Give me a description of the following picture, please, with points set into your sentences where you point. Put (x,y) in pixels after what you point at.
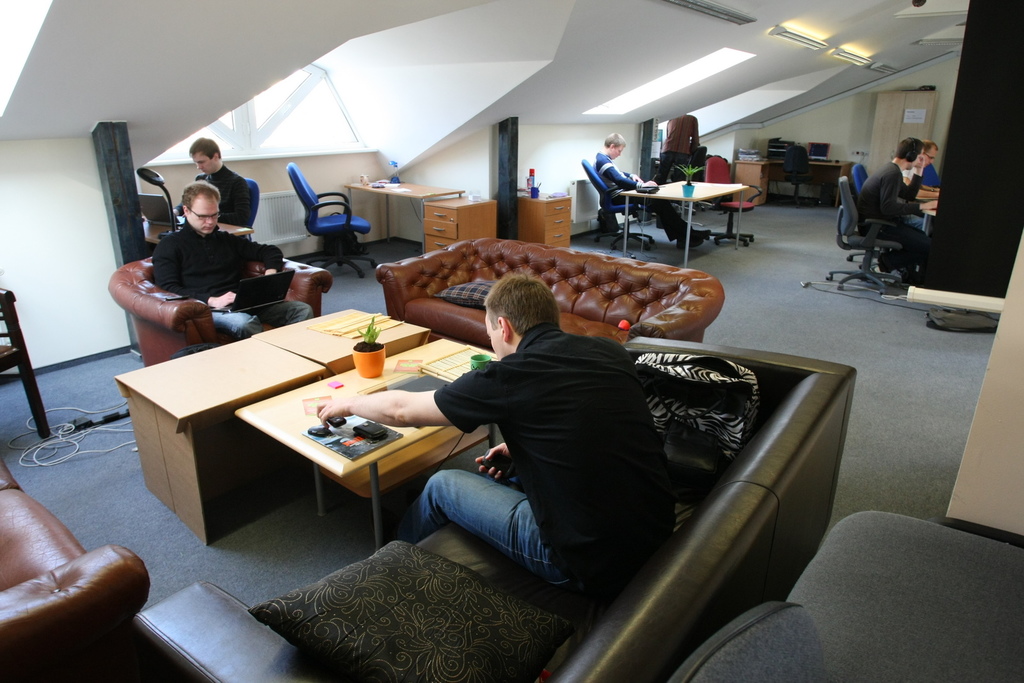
This image is taken in a room (723,136). In the bottom (640,469) there is a person (413,514) sitting on a sofa (581,636), he is wearing a black t shirt (627,420) and blue jeans (477,508) and he is holding something. On the table (376,451) there is a plant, a cup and some books (348,437). Before the table (289,415) there is an another table (226,376). On the top (209,204) there are two persons (234,216), one person (231,240) sitting in a sofa (214,327) and staring at a laptop (289,275), another person (228,205) sitting behind him and he wearing a black t shirt (241,182) and he is working on system (154,209). Towards the right (880,198) there are some people (909,189) sitting on chairs (863,242), leaning towards the table (925,209), behind them there is another person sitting on chairs (588,167) and staring at something. The room (746,319) is filled with tables (288,349) and chairs (847,229) and sofas (504,262).
